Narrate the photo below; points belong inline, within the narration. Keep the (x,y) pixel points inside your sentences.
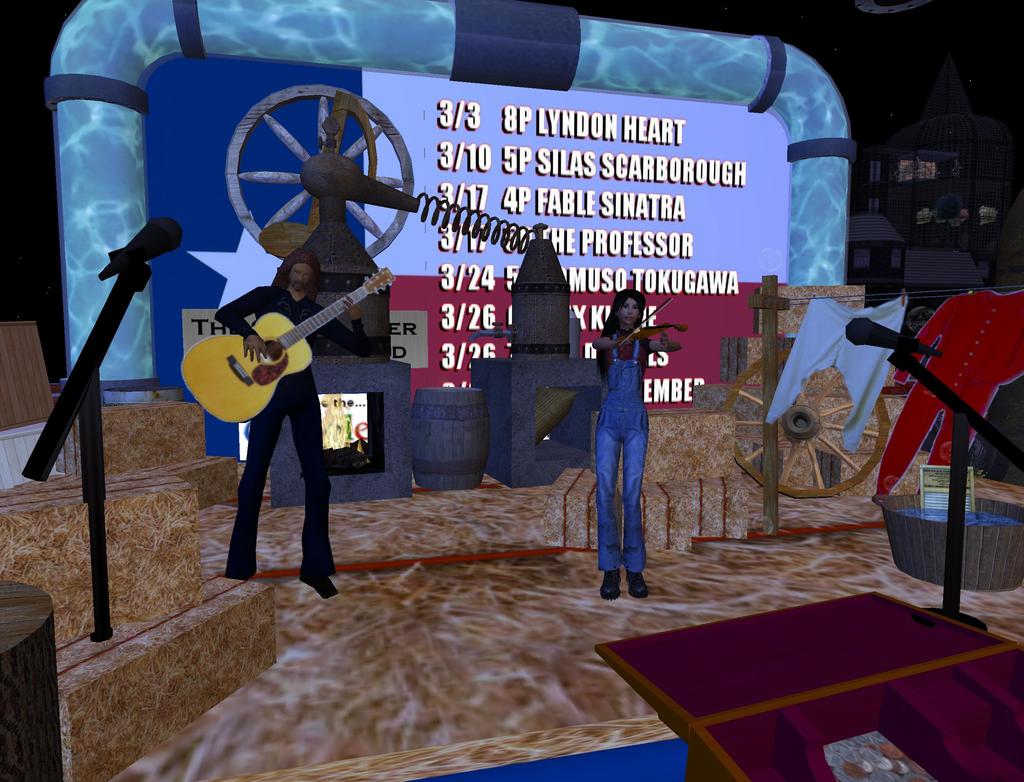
This is animated image. Here we can see a man (234,548) playing guitar (244,348) and a woman (642,350) playing violin (643,334) and both are standing on the floor (329,763). In the background (257,230) we can see two wheels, poles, on the left and right we can see mics (882,336) on the stands (959,495), clothes (967,345) hanging on a wire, houses (934,157), stars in the sky (776,1), hoarding (585,202), barrel (443,459) and some other objects (123,513).
